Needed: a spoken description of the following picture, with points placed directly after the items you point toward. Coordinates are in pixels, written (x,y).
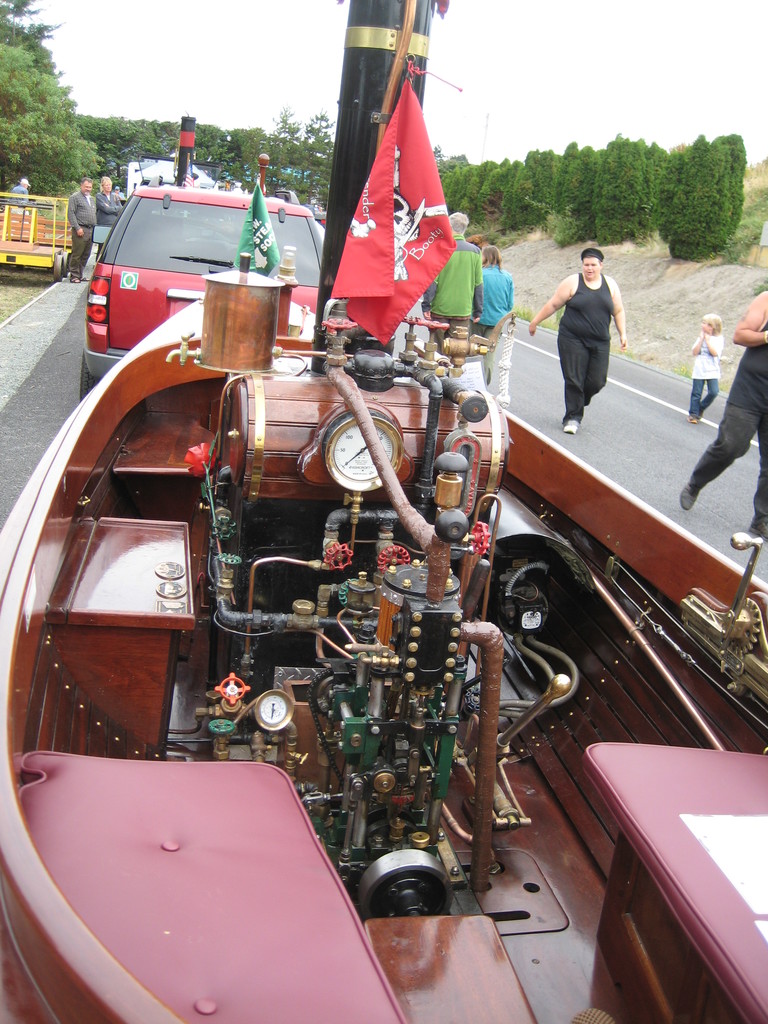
This is an outside view. Here I can see a vehicle (295,534) which seems to be a boat (264,486). In the background (194,264) there is a car (102,243) and many people (727,458) are standing and walking on the road (651,422). In this vehicle (366,540) there is a machine (342,595). In the background (230,146) there are many trees (45,117). At the top of the image (587,69) I can see the sky (512,46).
